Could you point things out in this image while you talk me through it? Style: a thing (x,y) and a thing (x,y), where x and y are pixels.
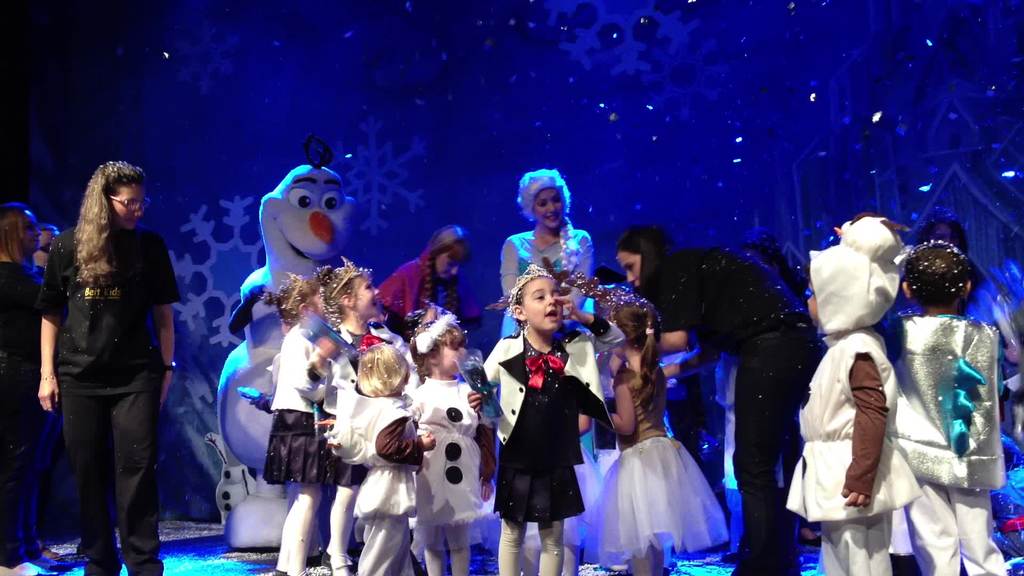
In this image we can see a few people (116,429) on the stage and also we can see a mascot (296,202).
